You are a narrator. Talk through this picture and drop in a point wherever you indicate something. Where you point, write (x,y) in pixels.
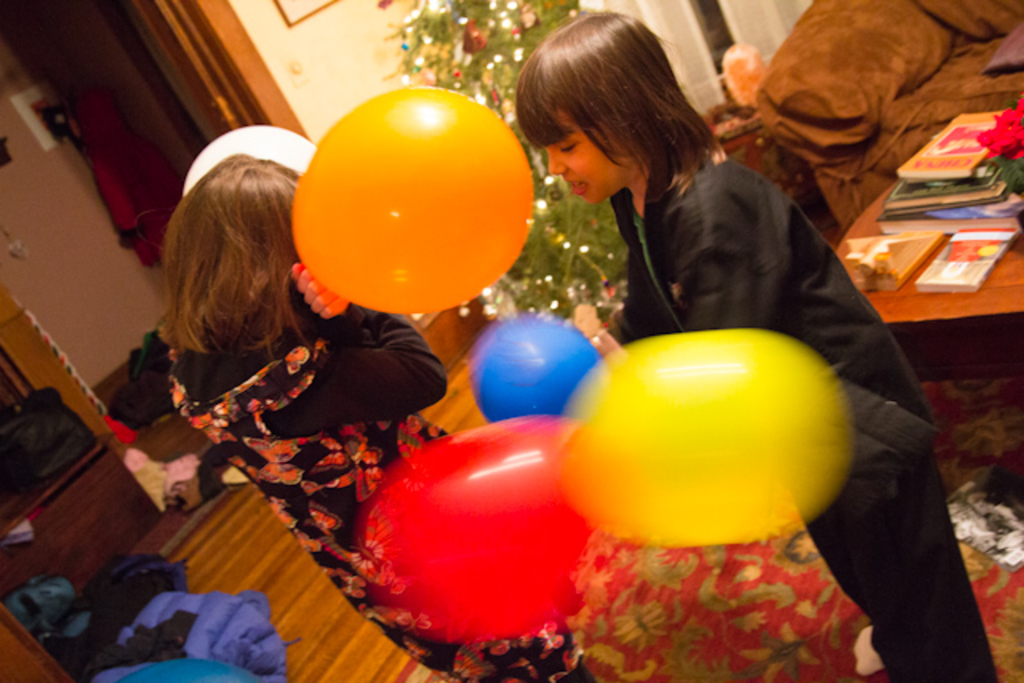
In this image we can see children (367,465) standing on the floor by holding balloons (539,429) in their hands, table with books (949,164) and vase (996,148) on it, decorated Christmas tree (483,56) with electric lights (509,24), clothes (263,634) on the floor (202,566), curtains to the windows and walls (93,329).
